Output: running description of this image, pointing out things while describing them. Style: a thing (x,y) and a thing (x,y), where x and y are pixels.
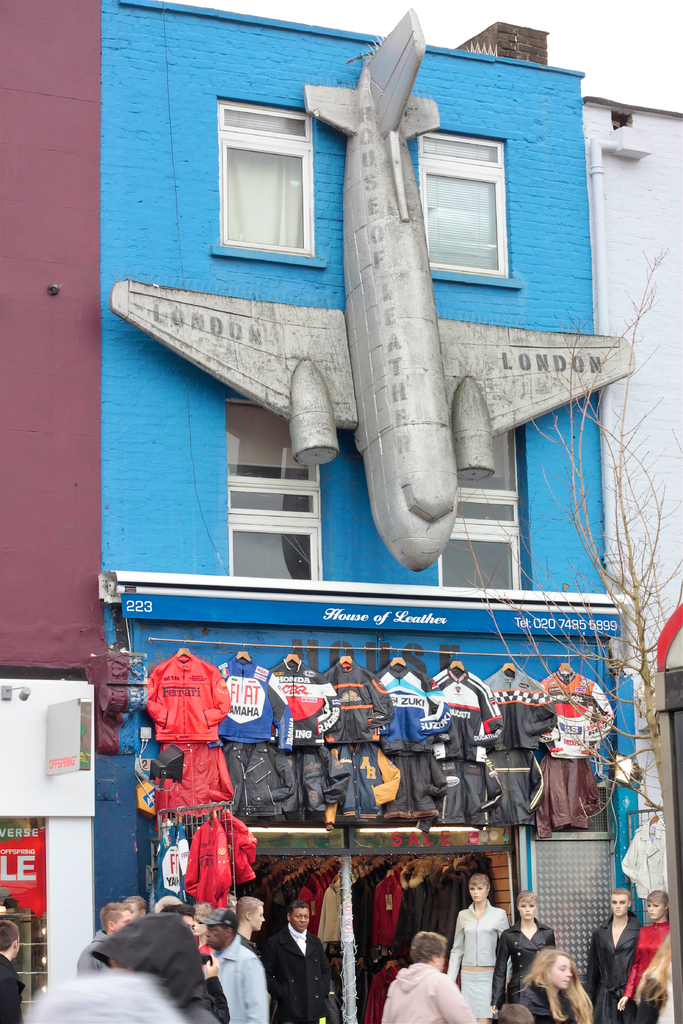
In this image, there are a few people (447,997), buildings (610,601), clothes (507,709). We can see a store (299,607) and a dry tree (638,598). We can see some boards (46,719) with text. We can see some objects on the bottom left (32,865) and some objects (665,684) on the bottom right (679,1020). We can also see the sky (669,32).
